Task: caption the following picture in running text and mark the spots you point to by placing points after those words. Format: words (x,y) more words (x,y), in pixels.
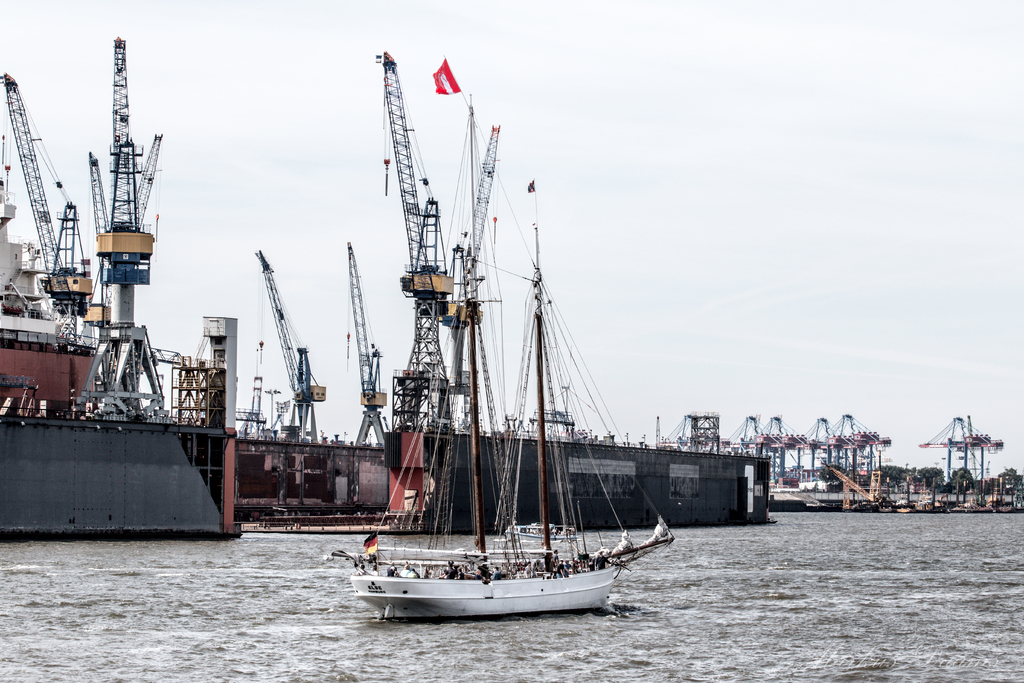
In this picture there is a boat (374,589) in the center of the image (540,336), on the water (652,571) and there are other ships (70,415) in the background area of the image (54,381), there is water (989,572) at the bottom side of the image (601,528).
